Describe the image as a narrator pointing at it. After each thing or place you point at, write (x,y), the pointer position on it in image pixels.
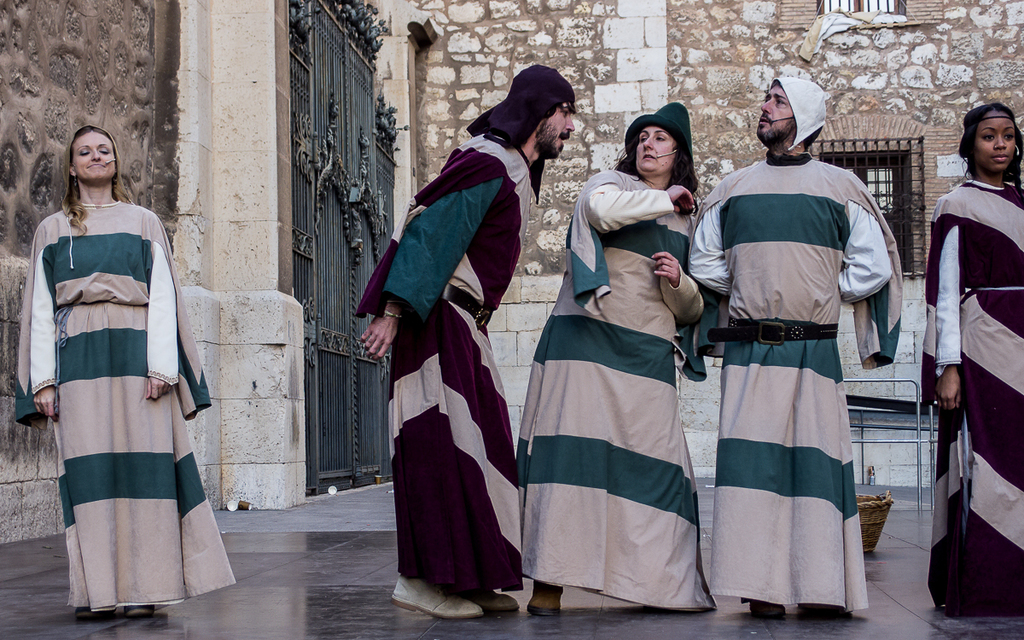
In this image there are five persons (593,474) standing, and at the background (673,43) there is a basket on the floor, iron rods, gates (360,248), building (406,42).
